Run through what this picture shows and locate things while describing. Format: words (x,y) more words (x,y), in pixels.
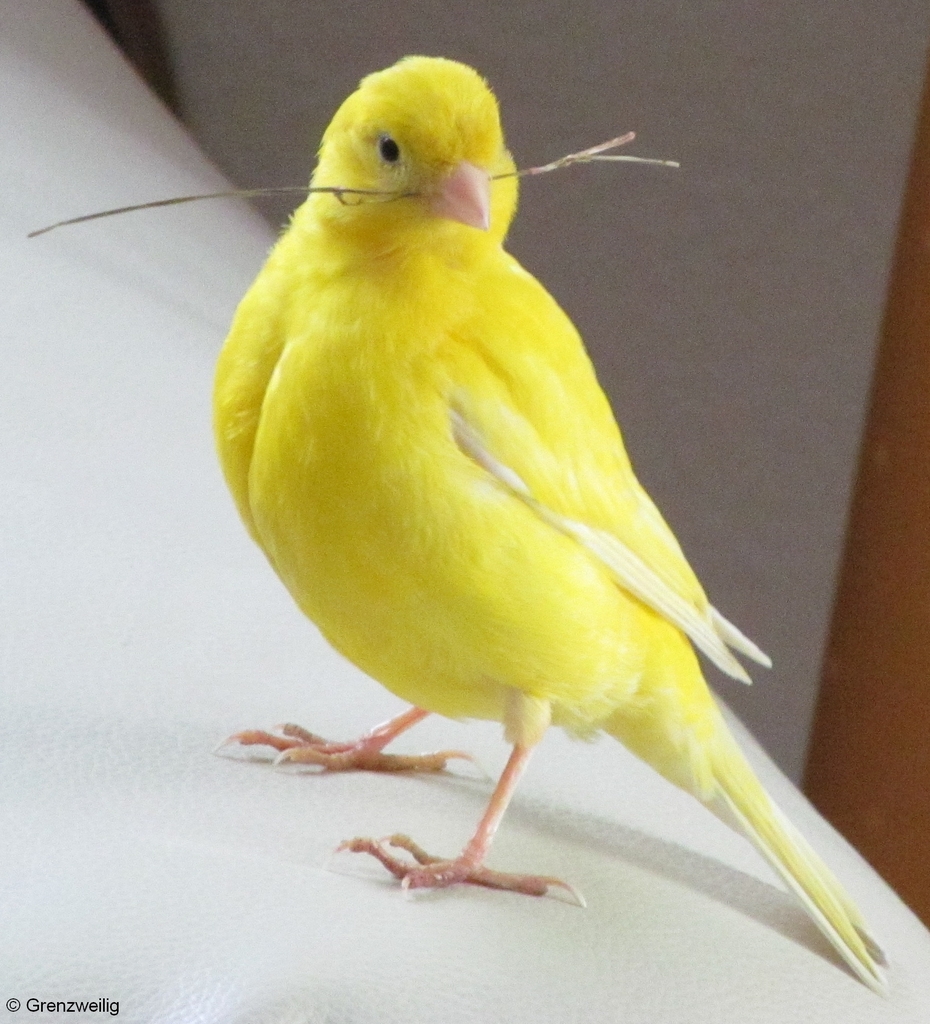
This image consists of a bird (565,478) in yellow color. It is holding a small stem (608,157) in its mouth (457,183). It is standing on a white surface (475,1002). In the background (753,368), there is a wall (868,329).
